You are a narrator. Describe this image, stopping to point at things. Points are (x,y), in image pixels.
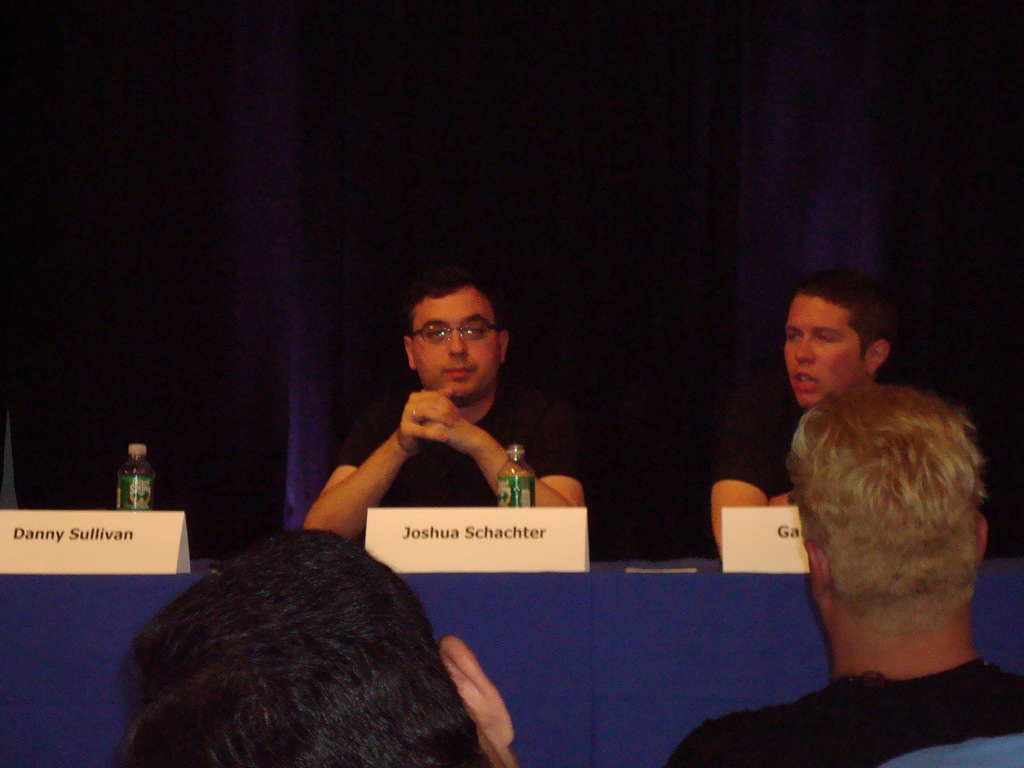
This picture consists of two persons (868,308) sitting in front of the table (170,599), on the table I can see name plates (799,537) and bottles (514,472) at the bottom (981,523) I can see two persons (304,632).
